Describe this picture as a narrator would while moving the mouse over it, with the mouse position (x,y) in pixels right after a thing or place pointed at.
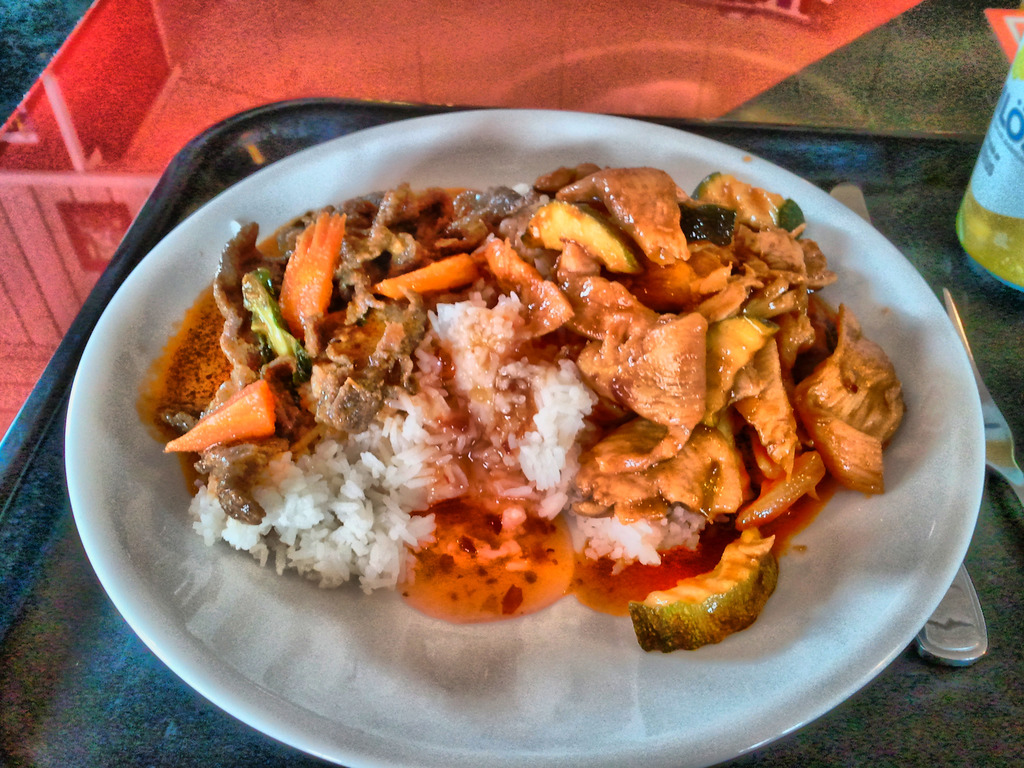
Here I can see a white color plate (490,659) which consists of some food (583,466) in it. This plate (194,584) is placed in a tray (109,710). along with the plate (897,600) I can see a fork (1007,477), spoon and a bottle (991,180).
